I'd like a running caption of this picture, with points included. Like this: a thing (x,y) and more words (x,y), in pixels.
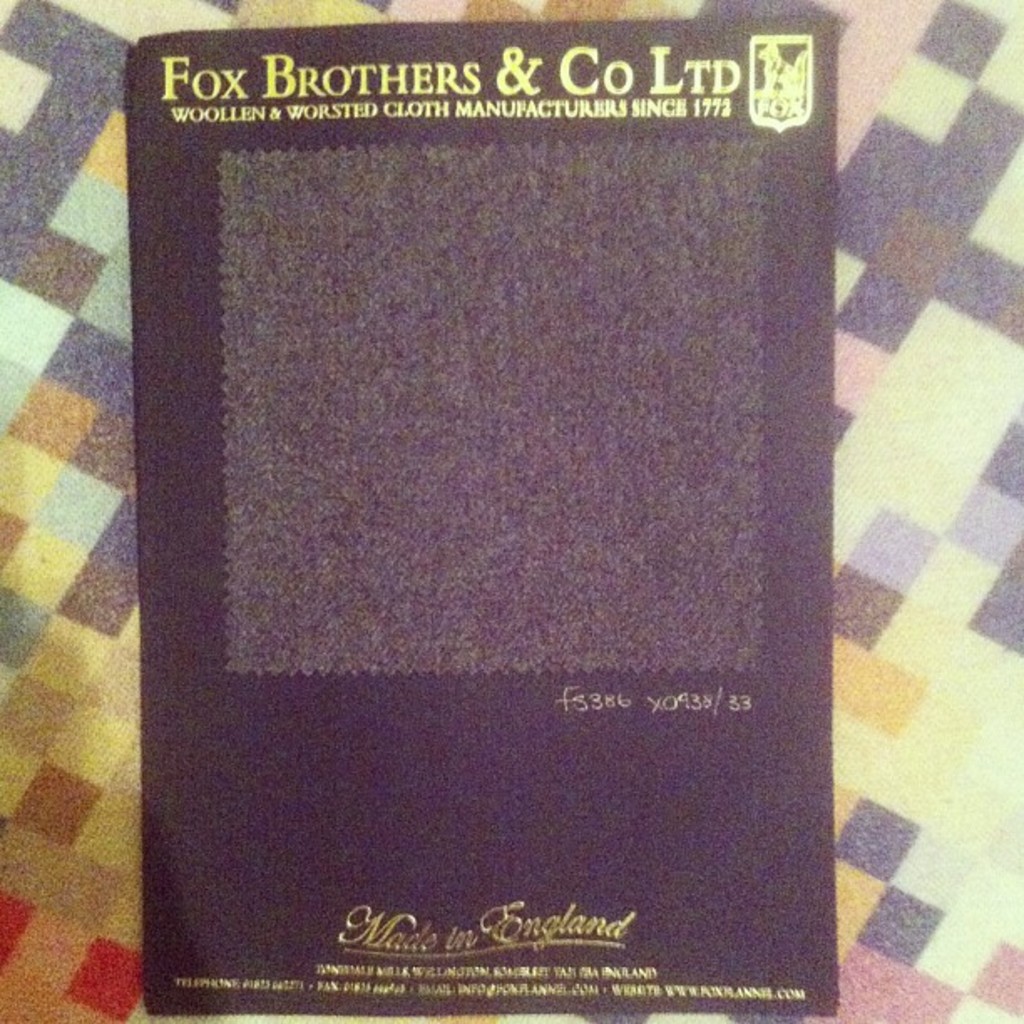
In this image we can see a cover (493,868) of the book (455,816). In this image we can see text (679,106) and logo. In the background of the image (30,803) there is a colorful background (1023,991).
